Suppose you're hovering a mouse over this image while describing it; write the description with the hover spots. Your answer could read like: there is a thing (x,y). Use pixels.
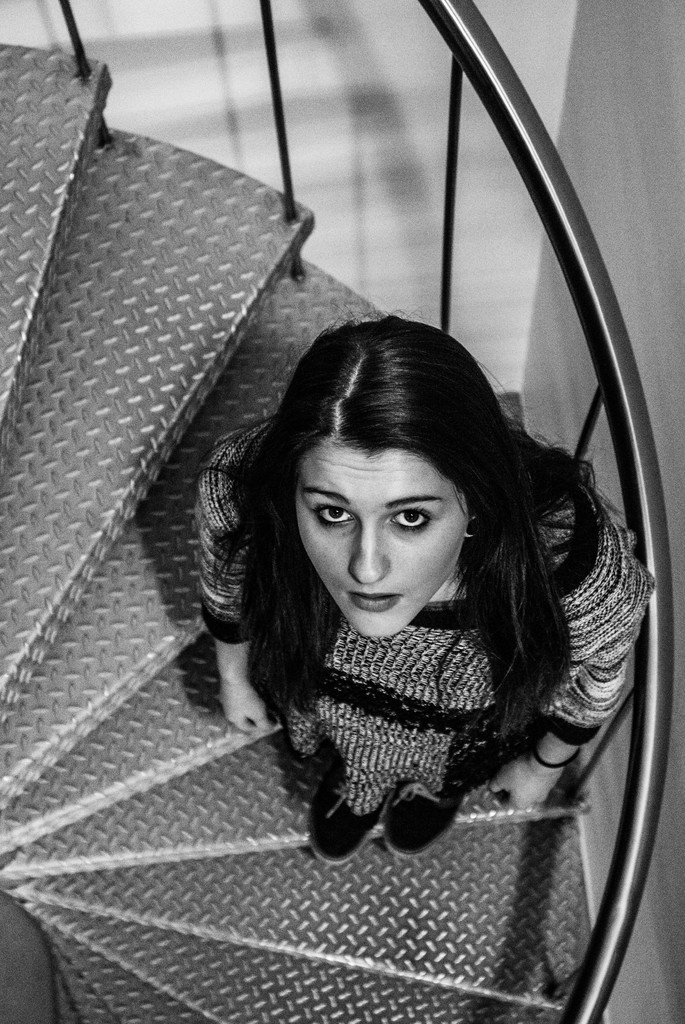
In this picture there is a girl (300,463) in the center of the image (346,497) on the stairs (115,632).
